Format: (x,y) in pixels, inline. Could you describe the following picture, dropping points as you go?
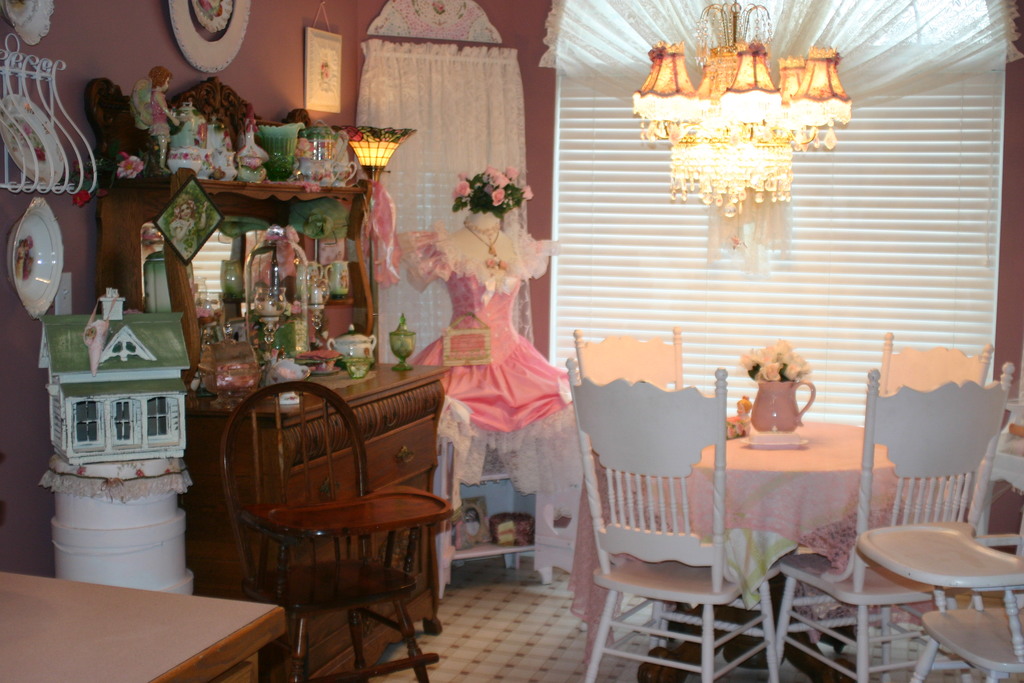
In this image I can see few tables (66,583) and few chairs (305,645), lights (351,131), wall (507,8) and the curtain (498,54).
